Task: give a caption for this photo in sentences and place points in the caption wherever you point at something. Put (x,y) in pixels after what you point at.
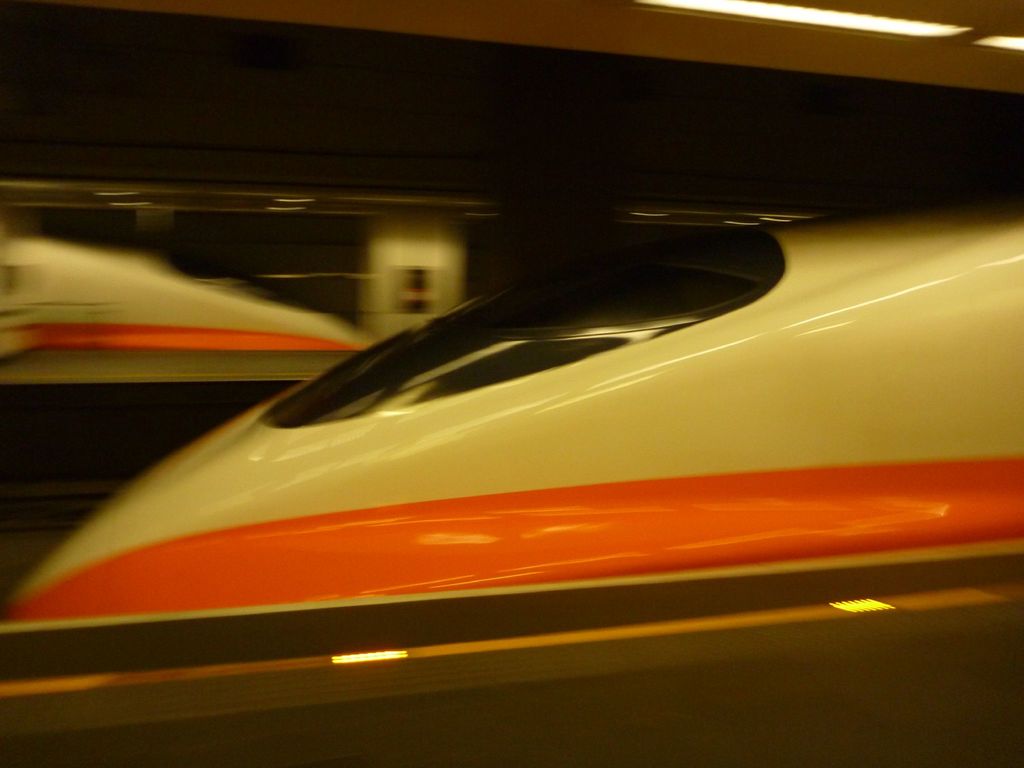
In the middle of the picture (638,321) it is looking like a bullet train (599,378). At the top (878,29) there is light (781,7). At the bottom (633,732) it might be platform (550,671). In the background (381,176) it is blurred.
